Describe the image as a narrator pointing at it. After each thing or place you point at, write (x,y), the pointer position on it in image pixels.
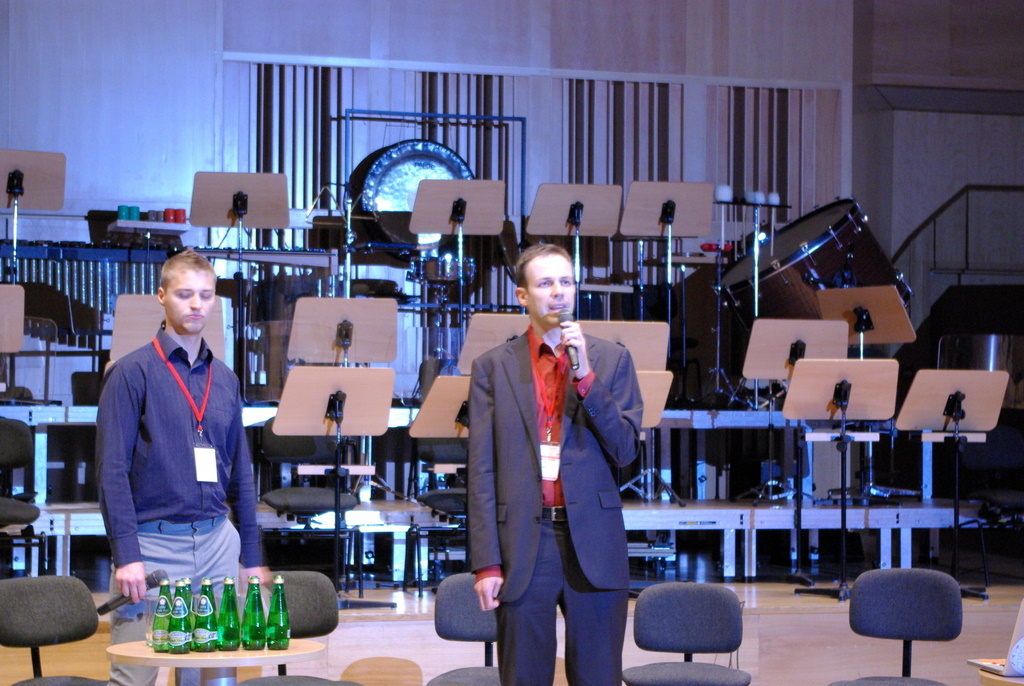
In this picture we can see two men (532,487) are standing and holding microphones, at the bottom (131,665) there are some chairs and a table (156,664), we can see bottles (254,631) on the table (266,655), in the background (847,417) there are music stands (863,408), a drum (769,272) and a wall (654,274).
